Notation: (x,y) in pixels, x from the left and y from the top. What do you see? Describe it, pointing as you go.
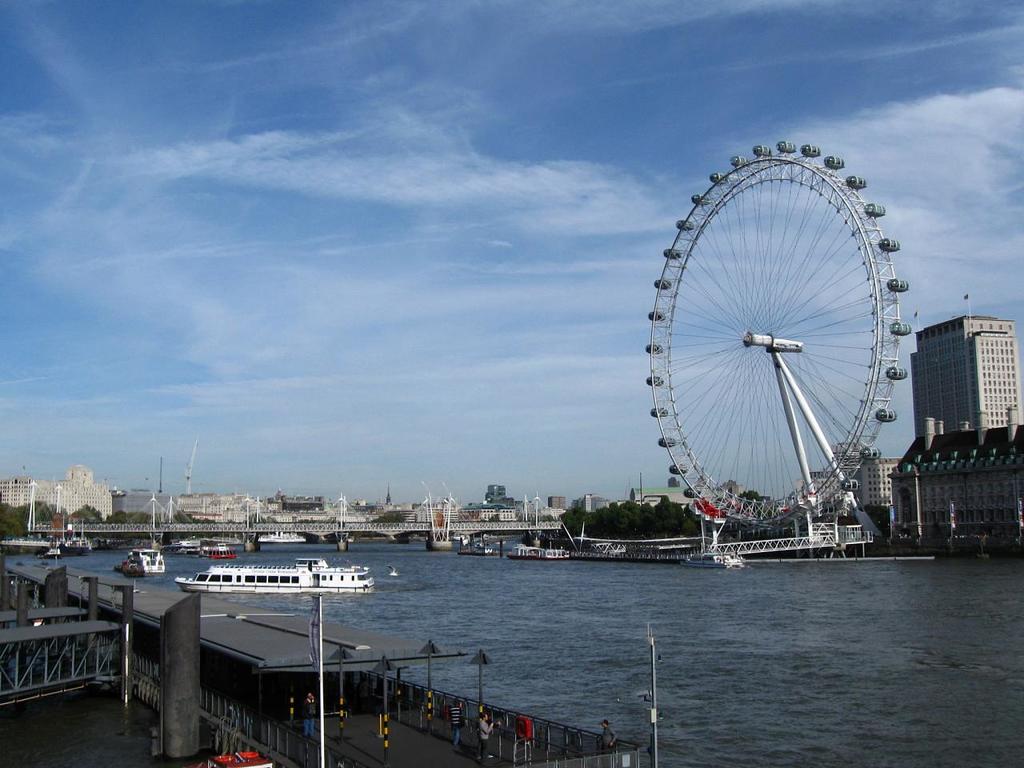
In this picture I can see there is a river (272,561) and there are few boats (215,576) sailing on the river (575,619), there is a bridge (344,512) and there are few buildings (84,497) at left (71,511) and right and there is a giant wheel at the right side (735,501). There are trees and the sky (407,177) is partly cloudy.
